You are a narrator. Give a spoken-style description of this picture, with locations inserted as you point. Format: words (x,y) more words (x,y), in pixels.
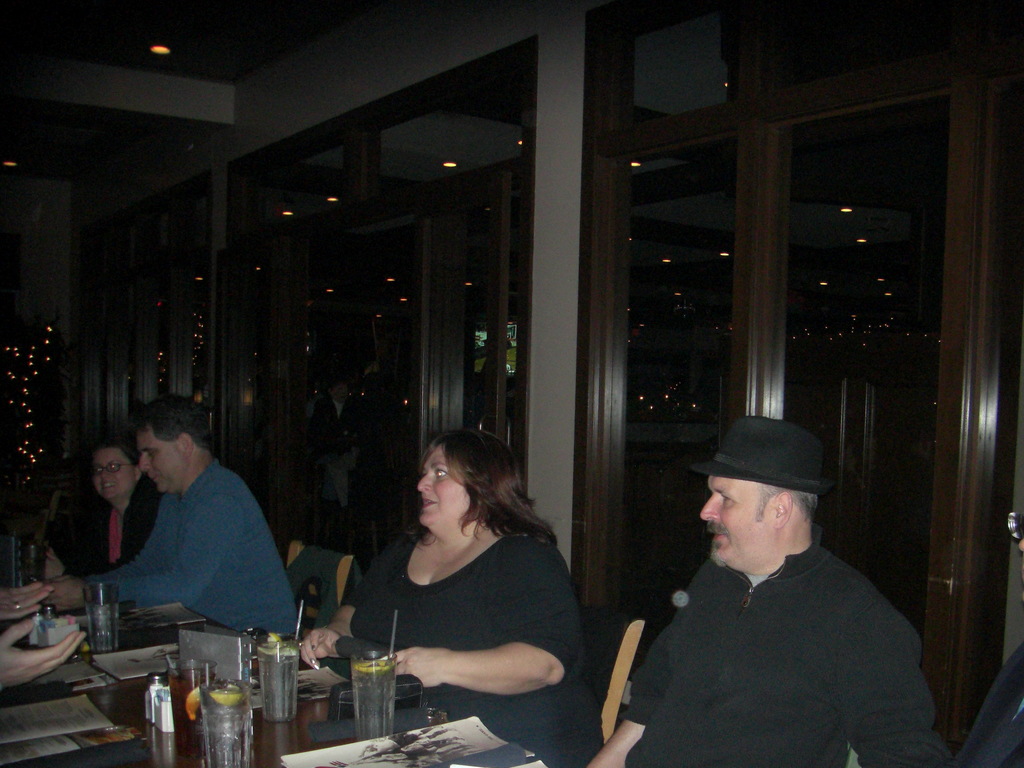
In this picture we can see some people (217,540) sitting on chairs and in front of them we can see glasses (237,752), papers (412,765) and some objects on the table (62,693) and in the background (270,328) we can see the lights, pillars (625,340), some people (390,401) and it is dark.
